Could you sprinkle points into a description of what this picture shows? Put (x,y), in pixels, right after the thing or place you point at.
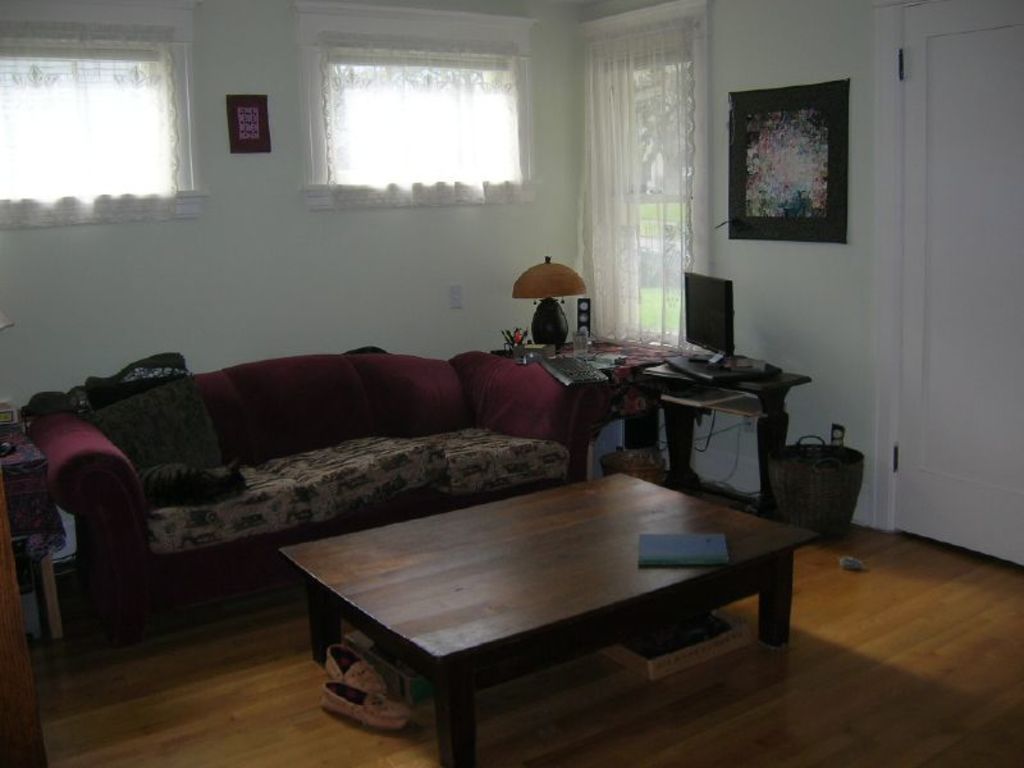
This looks like a living room (398,208). This is a couch (254,429) with a cushion (204,438) on it. This is a wooden table (597,558) with a book (663,542) on the table (626,558). These are the shoes (354,681) on the floor (287,664). I can see another table (705,403) with monitor (709,289), lamp (537,323) and few objects (671,359). This is the basket (829,457) at the corner. These are the frames (241,147) attached to the wall (778,85). These are the windows (506,125). This is a curtain (10,160) hanging. This is a door (991,334) which is closed. This is a wooden floor (889,659).
